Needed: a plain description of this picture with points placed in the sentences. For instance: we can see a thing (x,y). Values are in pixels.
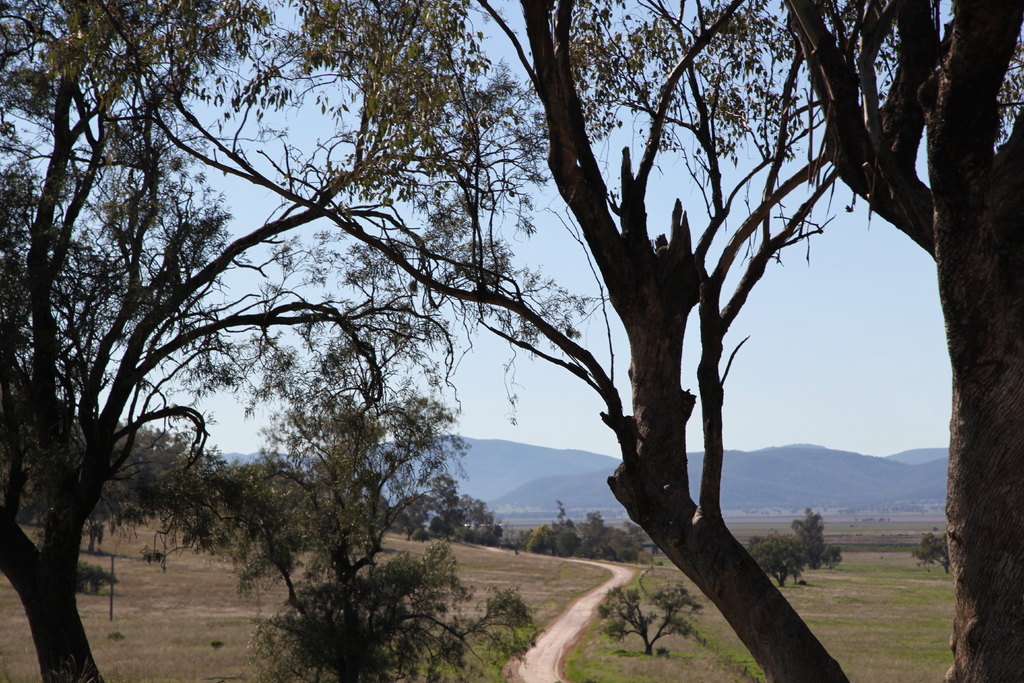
In this picture we can see trees (990,405), at the bottom (906,630) there is grass (832,655), we can see the sky (666,217) at the top of the picture (554,211).
